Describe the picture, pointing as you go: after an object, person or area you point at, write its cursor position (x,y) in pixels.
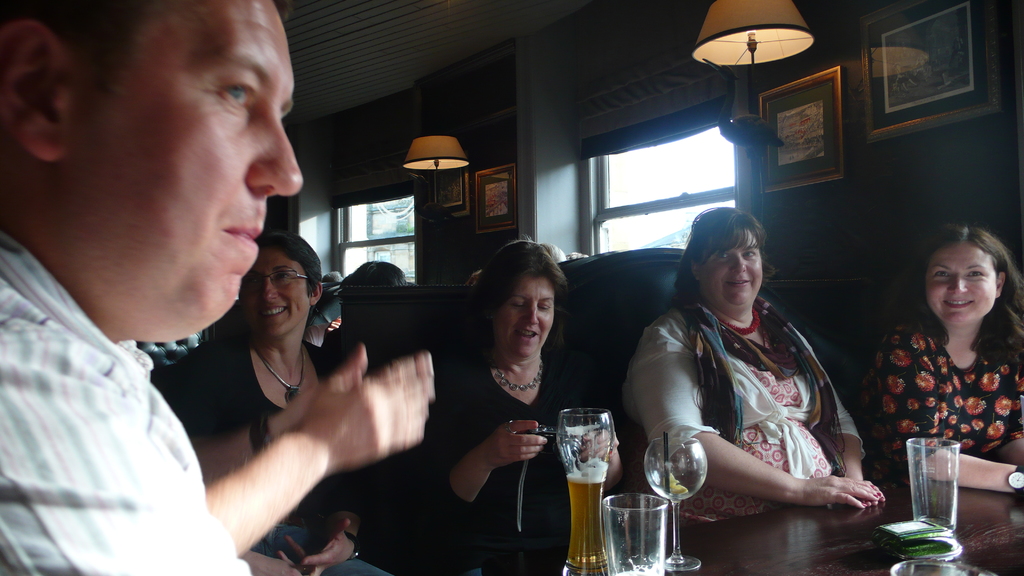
In this image I can see group of people (383,398) sitting, in front (811,527) I can see few glasses (917,455) on the table (826,516). Background (788,158) I can see few frames (811,157) attached to the wall (995,157), two glass windows (650,184) and I can see two lamps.
